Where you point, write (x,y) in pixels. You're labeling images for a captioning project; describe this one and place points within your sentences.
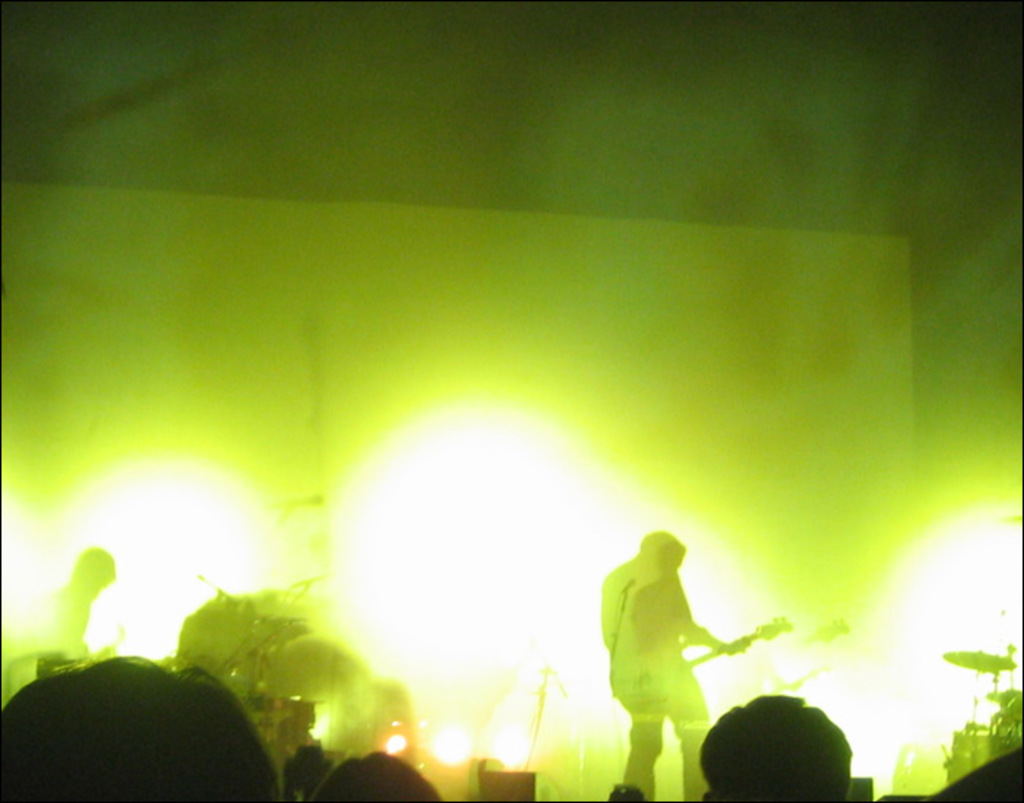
In this image we can see a man (658,677) standing and holding a guitar (705,661). There are musical bands (306,688). On the left (78,655) there is a person (52,647). At the bottom (102,701) there is crowd (816,781) and we can see lights (434,580).
